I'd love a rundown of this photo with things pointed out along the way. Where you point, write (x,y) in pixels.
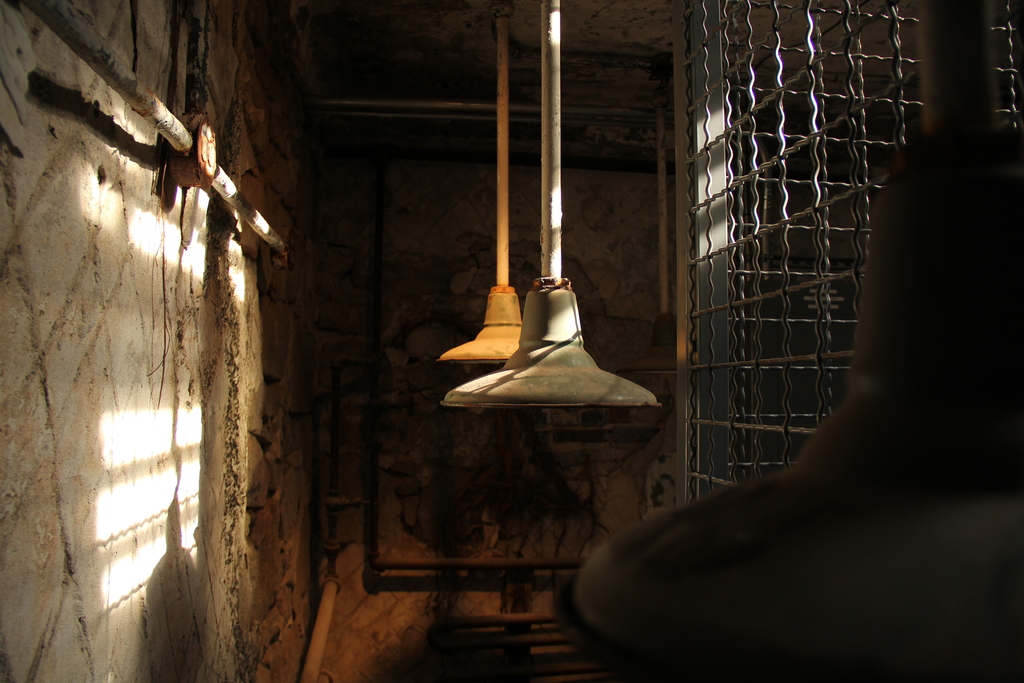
In this image I can see two pendant lights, railing (793,430), few poles (262,215) and the wall (152,255) is in brown color.
